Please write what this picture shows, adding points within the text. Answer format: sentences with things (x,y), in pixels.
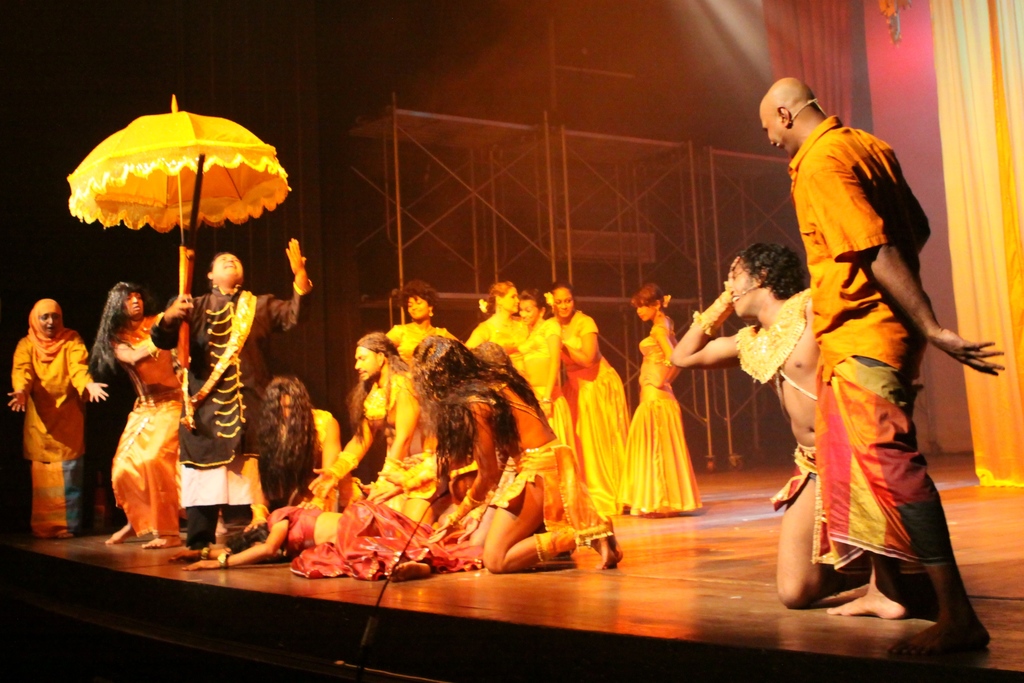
In this image there are a few people (804,379) playing an act on the stage (741,538). In the background (570,267) there are metal structure (622,192) and curtains (951,90).
